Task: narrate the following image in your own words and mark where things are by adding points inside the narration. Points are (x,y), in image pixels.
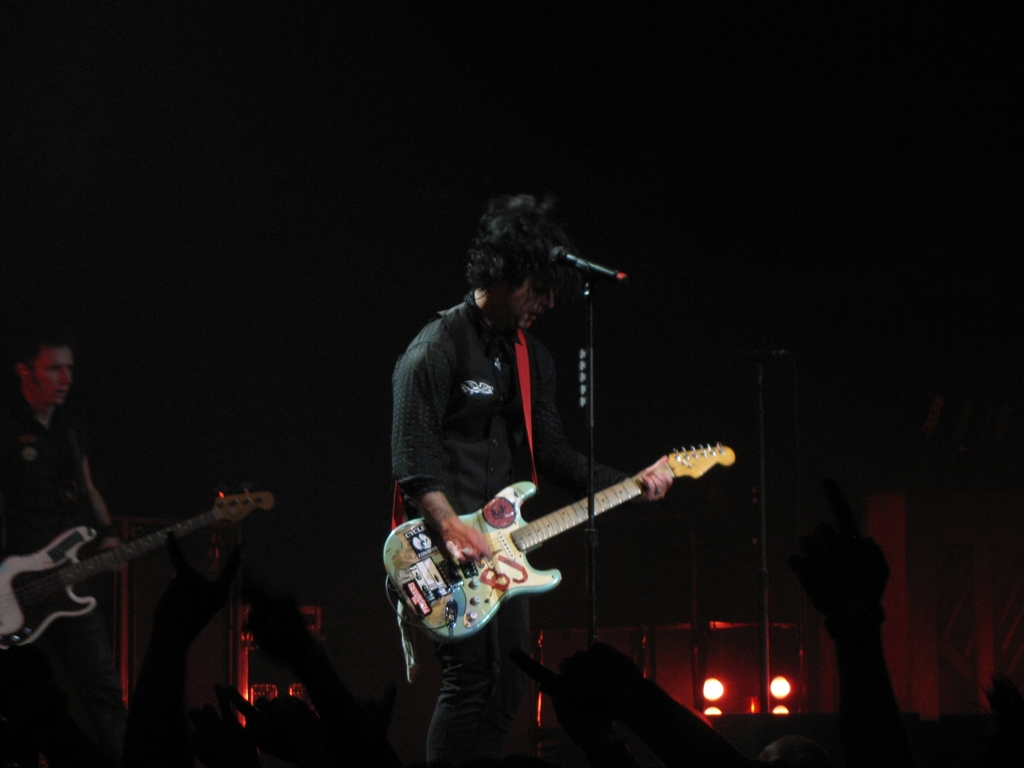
This is the picture of man (481,647) standing and playing a guitar (473,611) and in back ground (95,655) there is another person (14,443) standing and playing a guitar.
